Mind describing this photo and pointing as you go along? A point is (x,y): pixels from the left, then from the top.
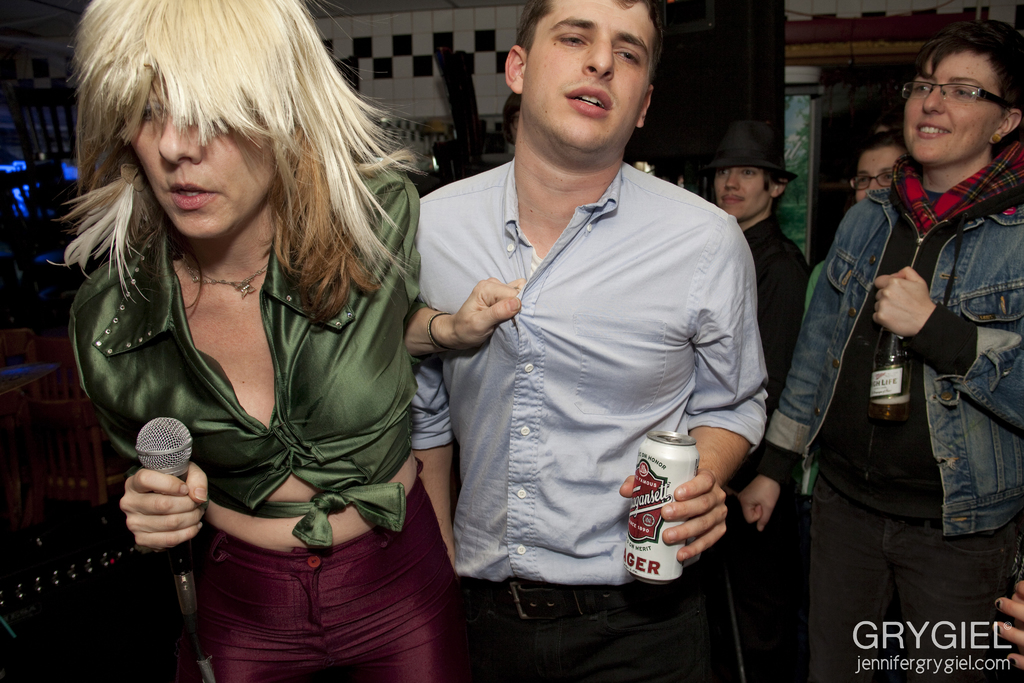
In this image there are persons (764,257) standing, there are persons (484,622) truncated towards the bottom of the image (690,611), there are persons (195,459) holding objects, there is a person (750,490) truncated towards the right of the image (880,433), at the bottom of the image (907,644) there is text (962,634), there are objects (12,160) truncated towards the left of the image (50,387), there are chairs (47,406), there is an object (764,51) truncated towards the top of the image (729,70), there are objects (474,157) behind the person (487,179), there is wall (423,35) truncated towards the top of the image (404,46).
